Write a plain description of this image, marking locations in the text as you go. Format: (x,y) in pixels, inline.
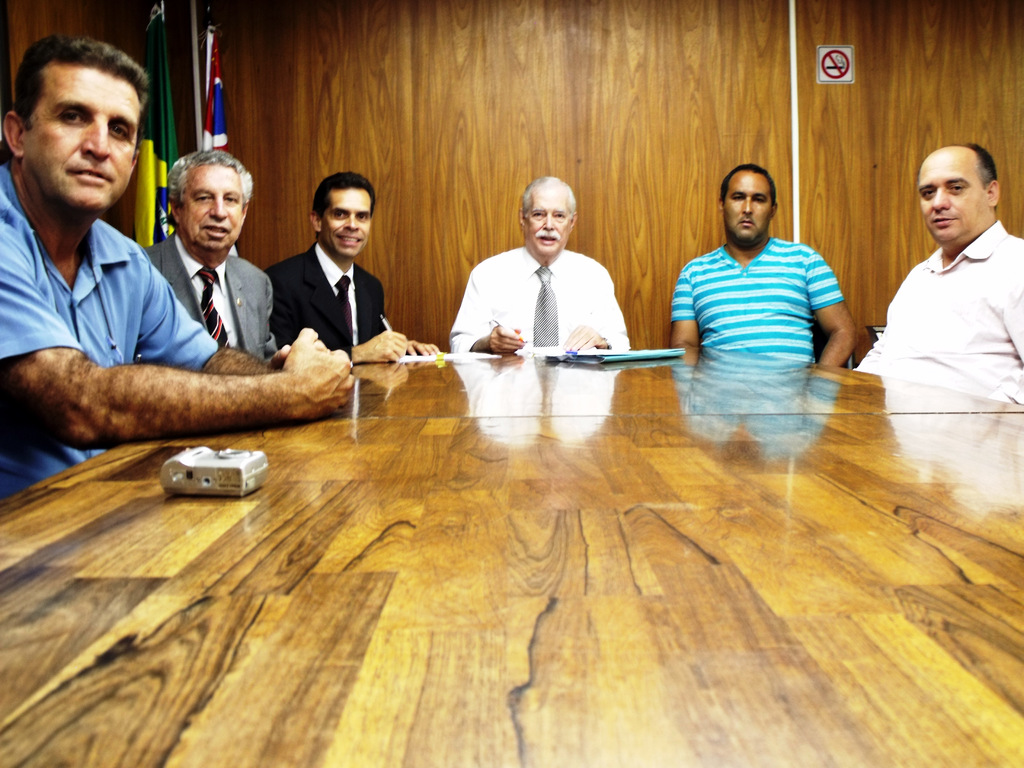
In this picture, there is a table (562,505) in the center (555,418). Around the table (460,521), there are group of men (981,277) sitting on the chairs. In the center (515,319), there is a man (485,309) wearing white shirt (566,267). Towards the left (45,369), there are three men (57,341) and towards the right (769,282), there are two men (966,331). In the background (431,121), there is a wall (381,66). On the top left (166,77), there are flags (170,102).
